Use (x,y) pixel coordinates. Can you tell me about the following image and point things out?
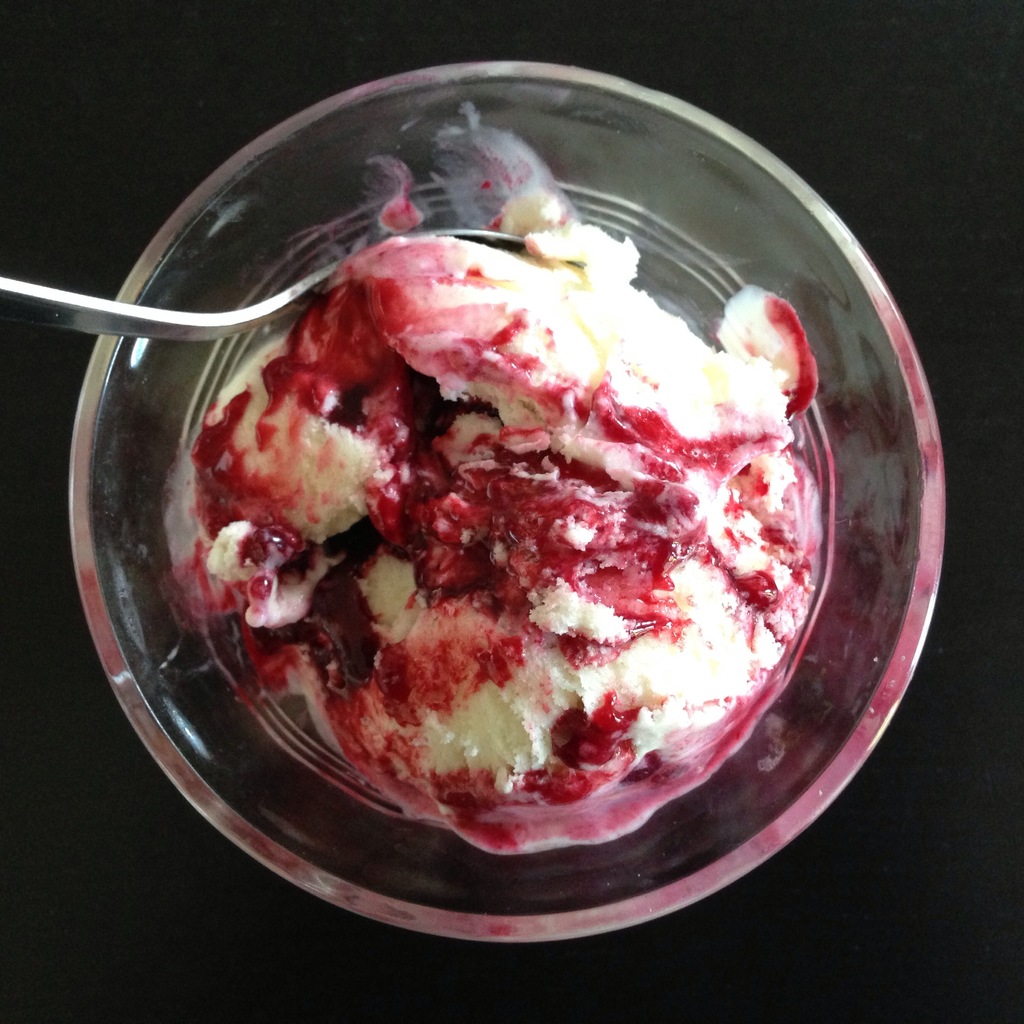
In this image we can see there is an ice cream (541,541) placed in a bowl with a spoon (165,317).
